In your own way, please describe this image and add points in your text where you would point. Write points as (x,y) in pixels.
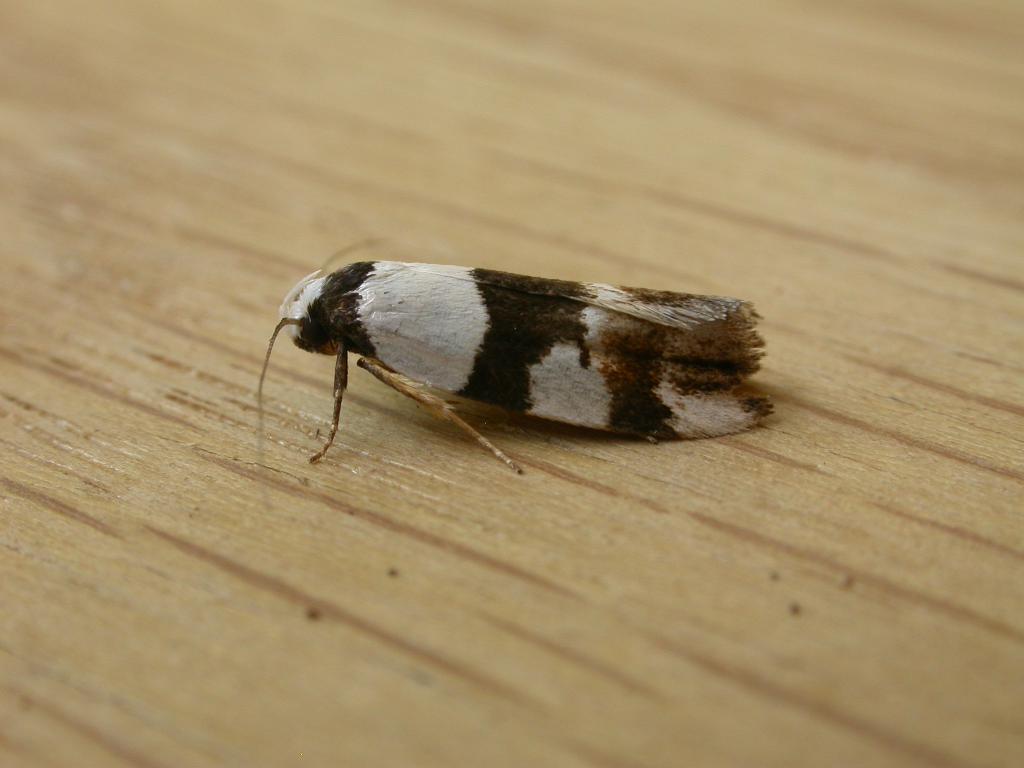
There is a black and white moth (417,345) on a brown surface (612,538).
